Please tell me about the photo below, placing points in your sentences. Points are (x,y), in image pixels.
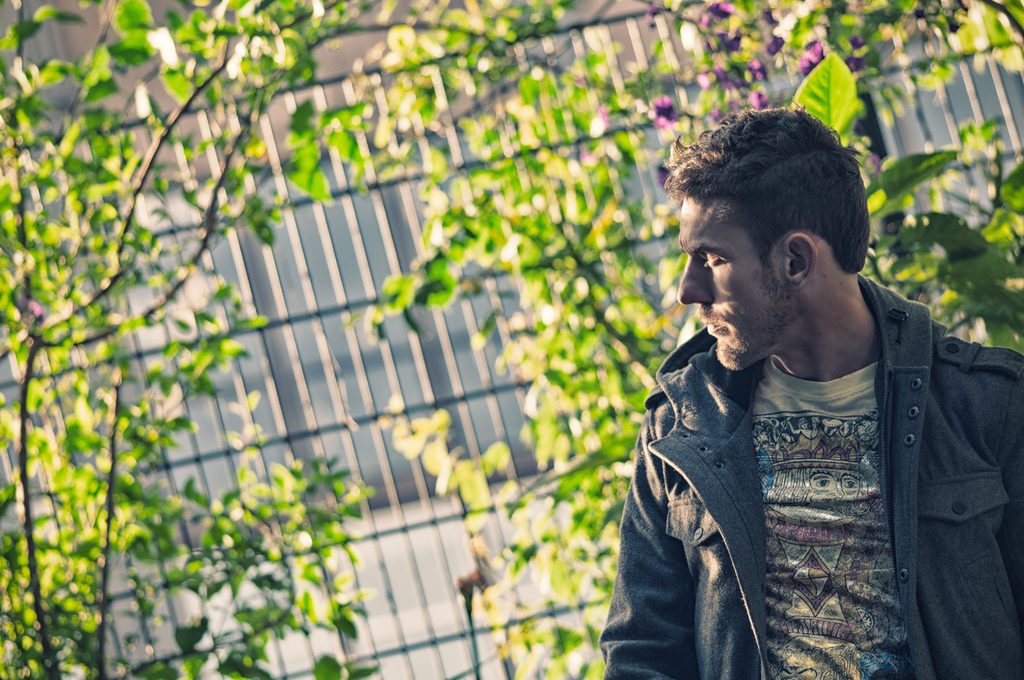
In this image, on the right (784,400) there is a man (830,413), he wears a t shirt (841,529), jacket (753,555). In the background (362,389) there are plants (594,281), iron grill (427,358), flowers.
